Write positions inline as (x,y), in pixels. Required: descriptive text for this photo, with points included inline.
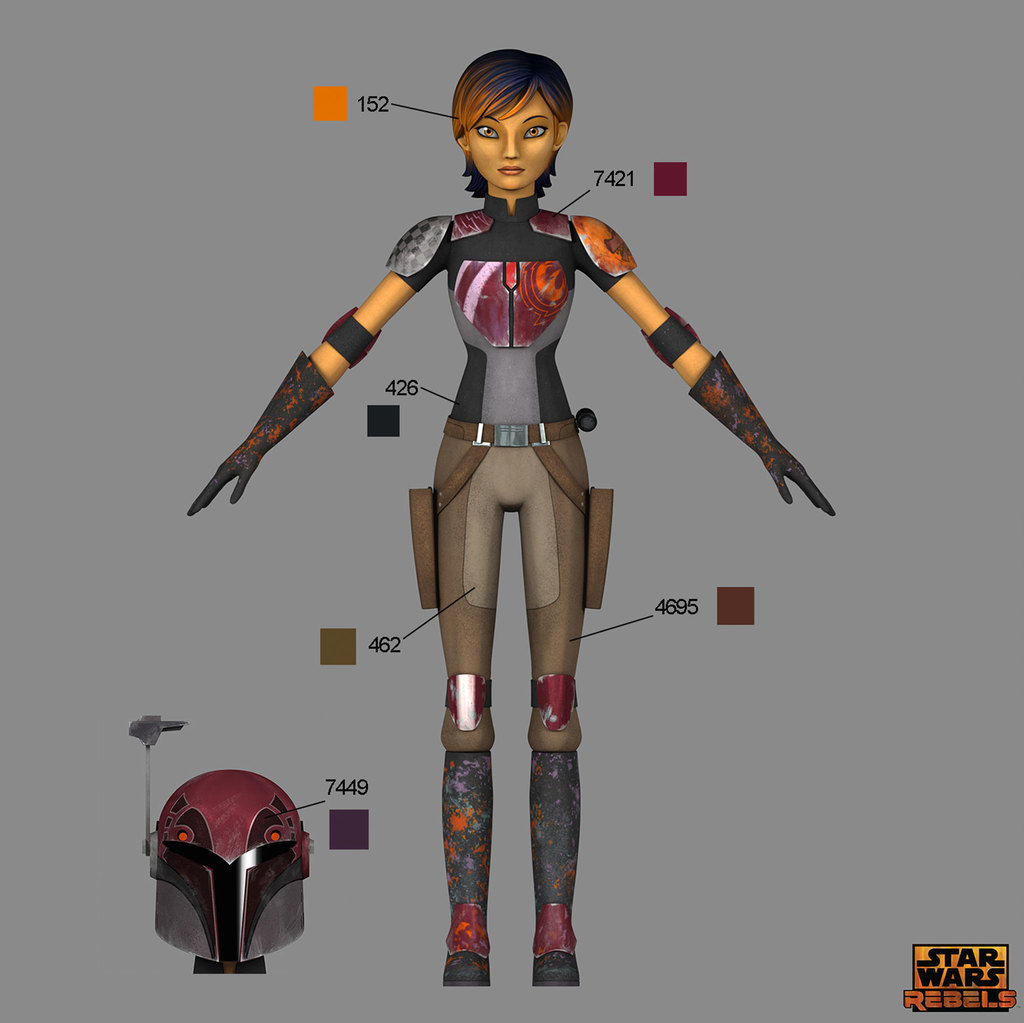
In this image I can see an animated image of the person (437,586). I can also see the helmet (280,870). I can see there is a grey color background (652,718).
